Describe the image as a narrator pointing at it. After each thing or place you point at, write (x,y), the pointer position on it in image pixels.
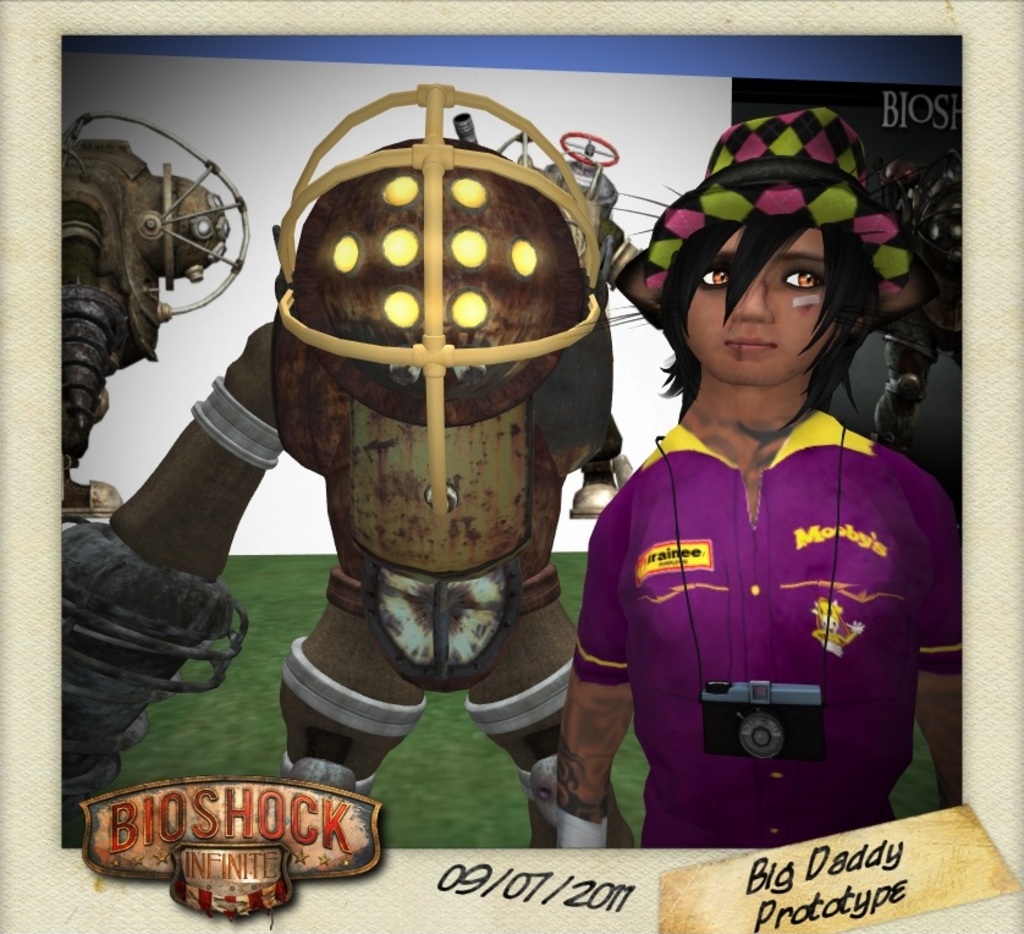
This image is an animation. On the right side of the image (801,656) there is a person (812,548). In the background (568,253) we can see monsters (420,310). At the bottom (266,836) there is text (485,894). In the background (628,96) there is a board (561,116).
